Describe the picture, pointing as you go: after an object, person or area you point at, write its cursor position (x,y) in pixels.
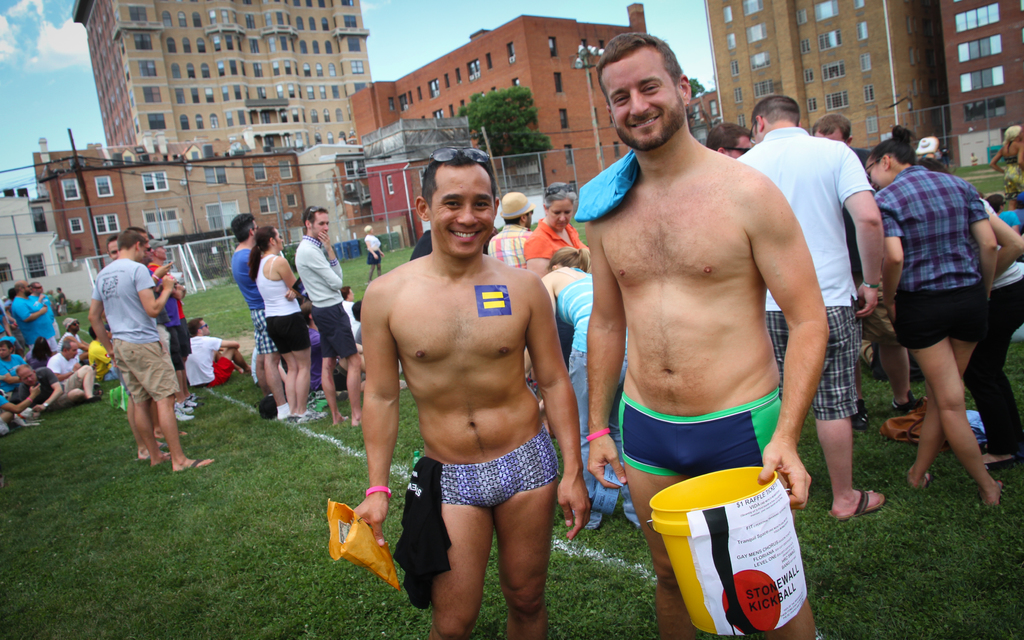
There are two men (610,290) standing and smiling. This man (694,264) is holding a bucket (720,506) in his hands (768,471). Here is the grass (181,534). This looks like a fence (523,162). These are the buildings (189,215) with windows (991,51). This is the tree (495,120). I can see few people (162,292) standing and few people (49,371) sitting.
